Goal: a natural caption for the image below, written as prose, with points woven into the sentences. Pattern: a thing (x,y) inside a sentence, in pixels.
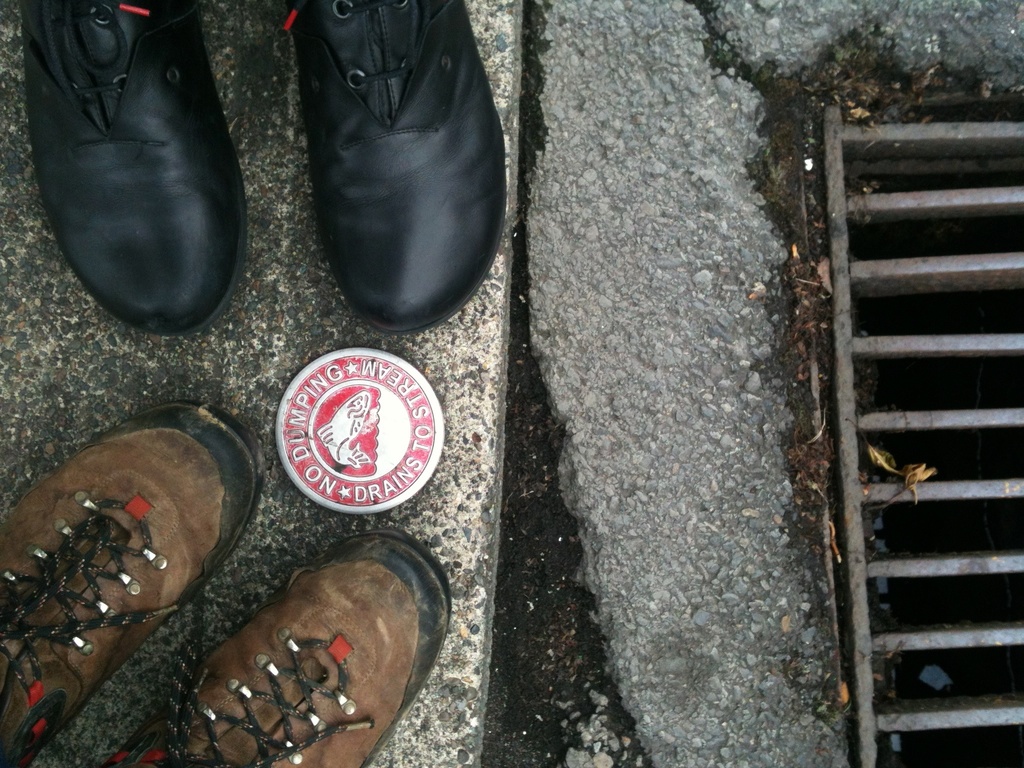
In this image I can see few pair of shoes (336,156), manhole (921,416) and the red and white color object (378,454) on the grey and white color surface (589,443).
